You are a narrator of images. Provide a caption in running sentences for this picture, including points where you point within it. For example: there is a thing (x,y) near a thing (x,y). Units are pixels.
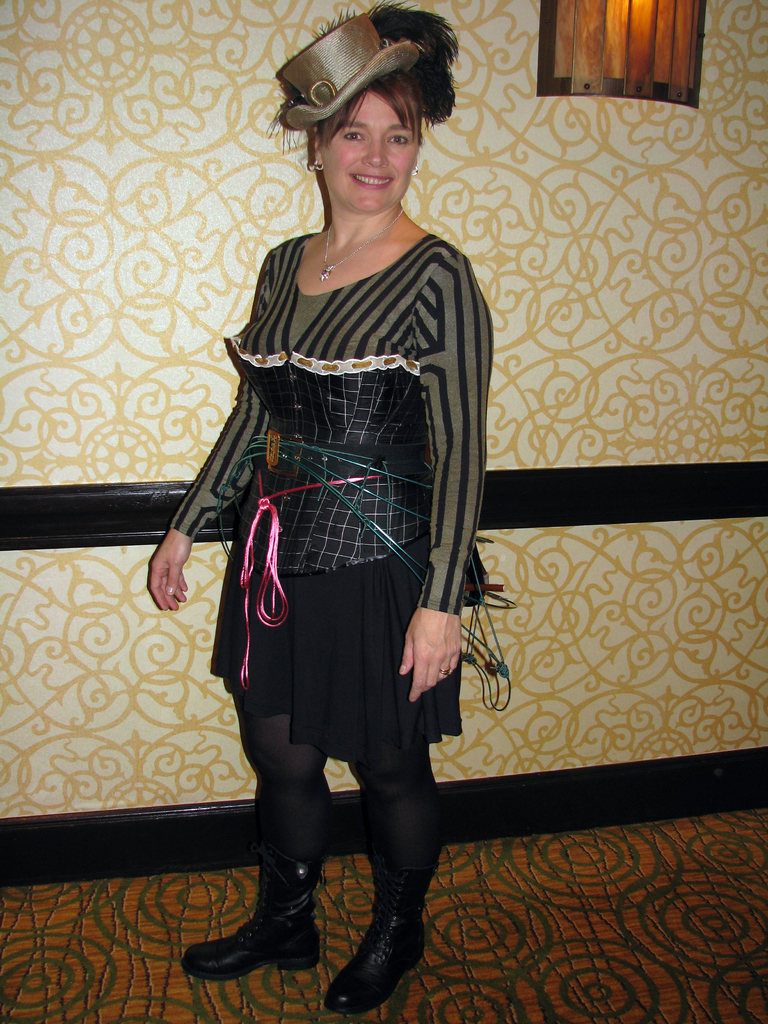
In this image we can see a woman (405,407) standing and smiling, in the background (554,70), we can see the wall (208,201) with some design (256,215) and also we can see a light (573,66).
